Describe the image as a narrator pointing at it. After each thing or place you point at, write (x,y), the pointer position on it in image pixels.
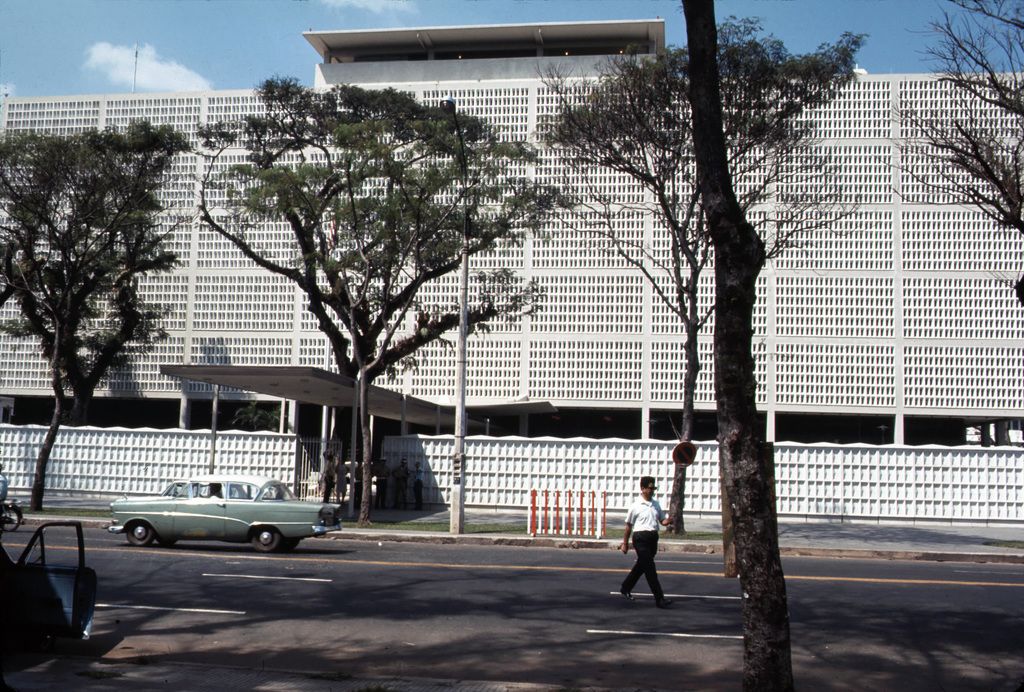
In the center of the image (672,430) there is a building (995,413). There are trees (420,255). At the bottom of the image (349,670) there is road (507,671). There is a person (665,599) walking. There are cars (154,497).
